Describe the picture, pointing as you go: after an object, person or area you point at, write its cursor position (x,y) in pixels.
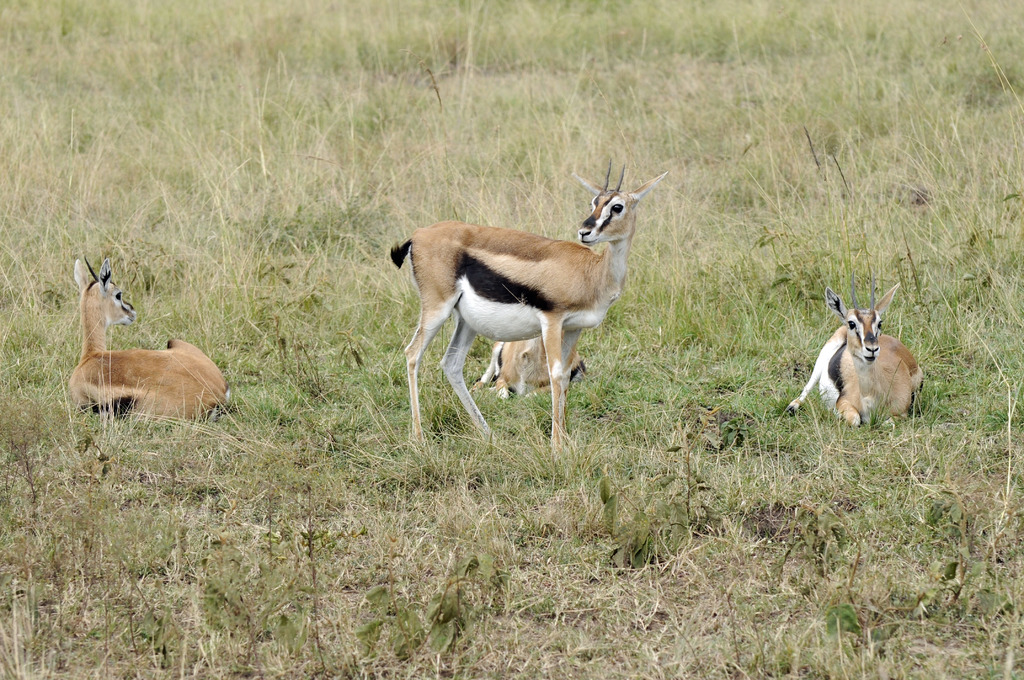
In this image I can see few animals (547,280) in brown, white and black color. I can see the green grass (660,316) and dry grass (249,428).
